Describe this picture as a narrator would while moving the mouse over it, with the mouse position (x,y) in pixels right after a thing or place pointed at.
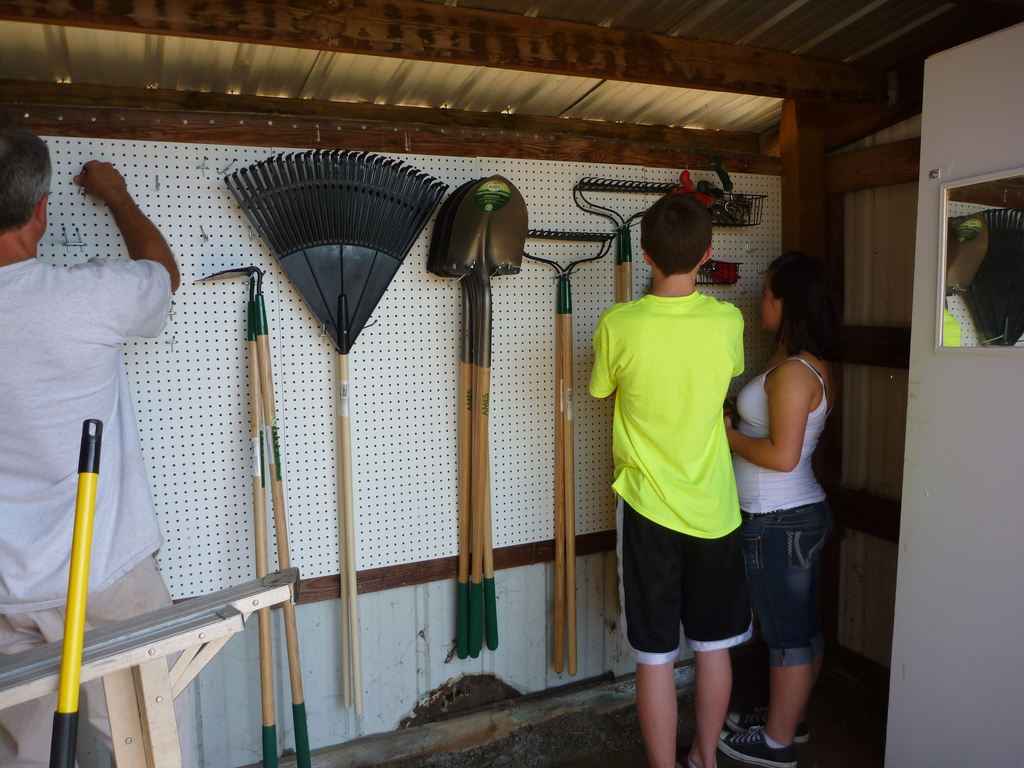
In this picture we can see three persons (688,463) are standing, on the right side (951,349) there is a mirror (984,309), we can see two garden rakes (561,311), shovels (484,386), plastic farm rakes (349,350) and digging tools (277,488) present in the background (280,474).
